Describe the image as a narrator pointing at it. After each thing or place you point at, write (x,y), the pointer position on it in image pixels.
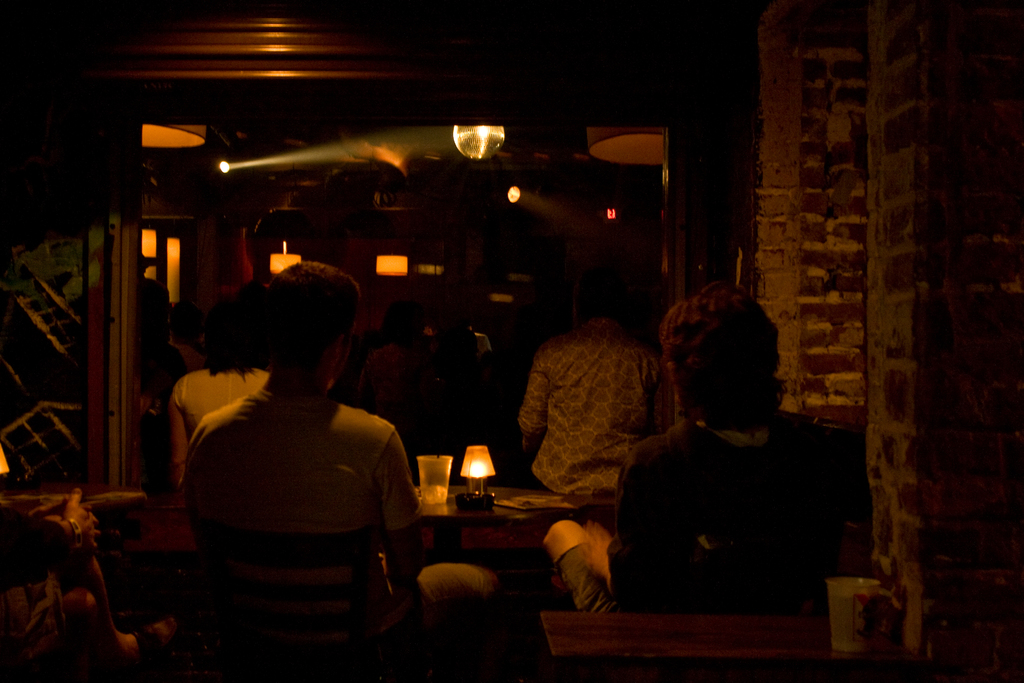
In this picture we can see four persons (262,419) sitting here, we can see a lamp (473,481) and a glass (440,463) here, we can see dark background (475,207).
